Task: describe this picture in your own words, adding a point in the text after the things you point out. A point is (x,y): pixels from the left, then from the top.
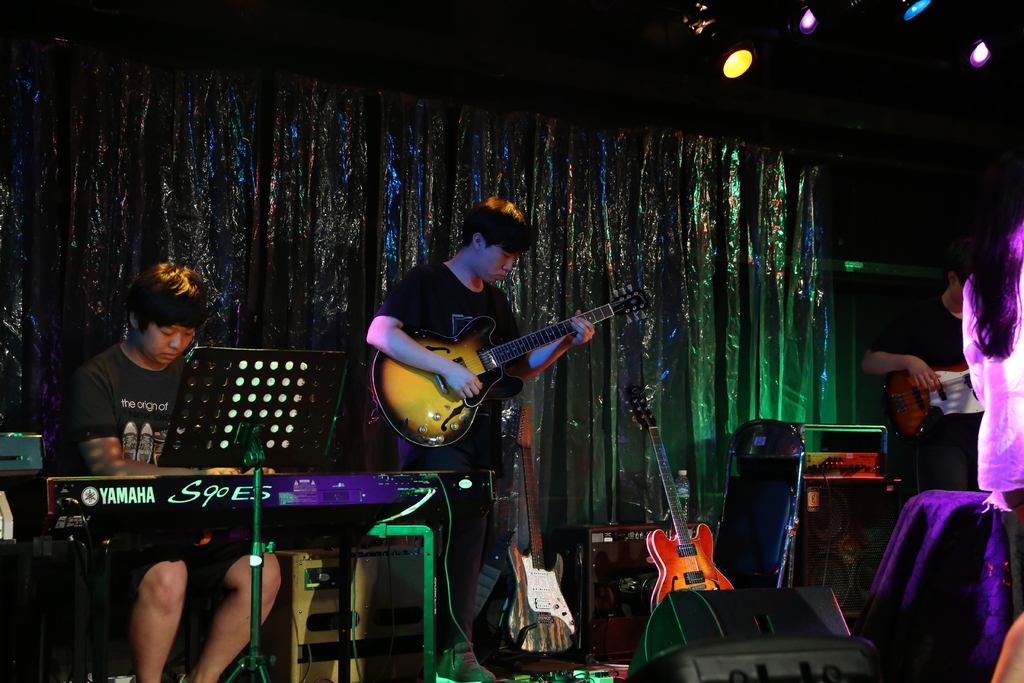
There are people (1004,676) on the stage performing by playing musical instruments (487,384). Behind them there are musical instruments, curtain (648,236) and light (742,47).
